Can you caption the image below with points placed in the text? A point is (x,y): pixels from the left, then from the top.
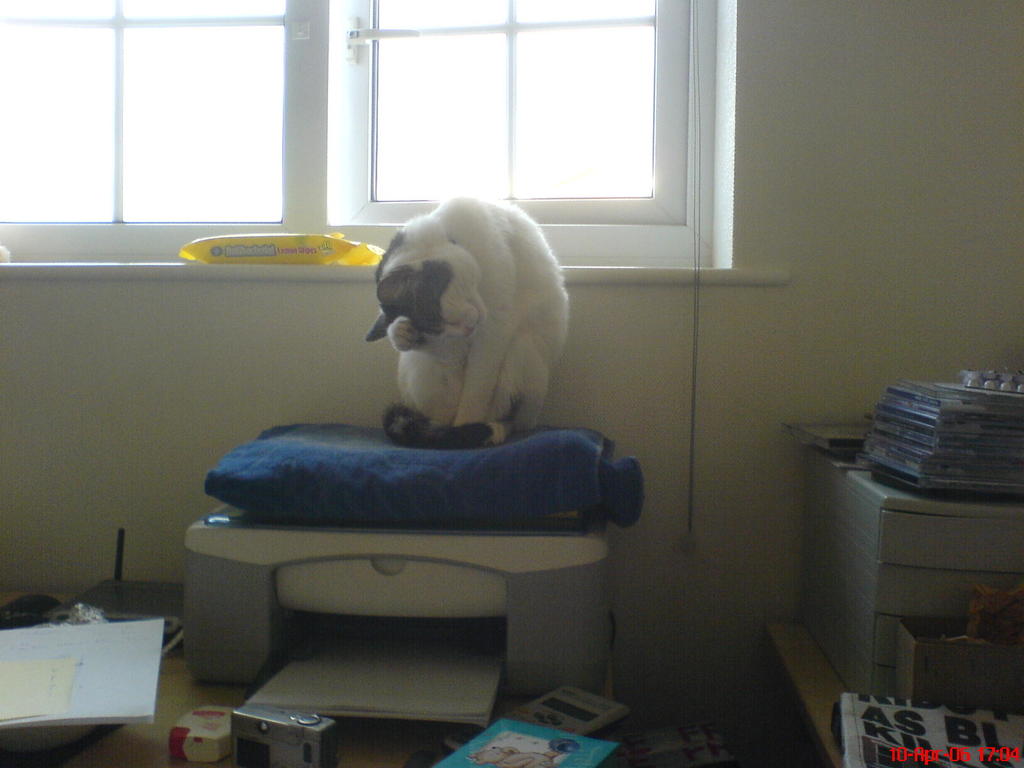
In this picture I can see in the middle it looks like a printer (408,628), there is an animal (386,412) on this object (430,609), at the top (389,121) there are windows (389,121), in the bottom right hand side (957,728) there is the text (944,755).
